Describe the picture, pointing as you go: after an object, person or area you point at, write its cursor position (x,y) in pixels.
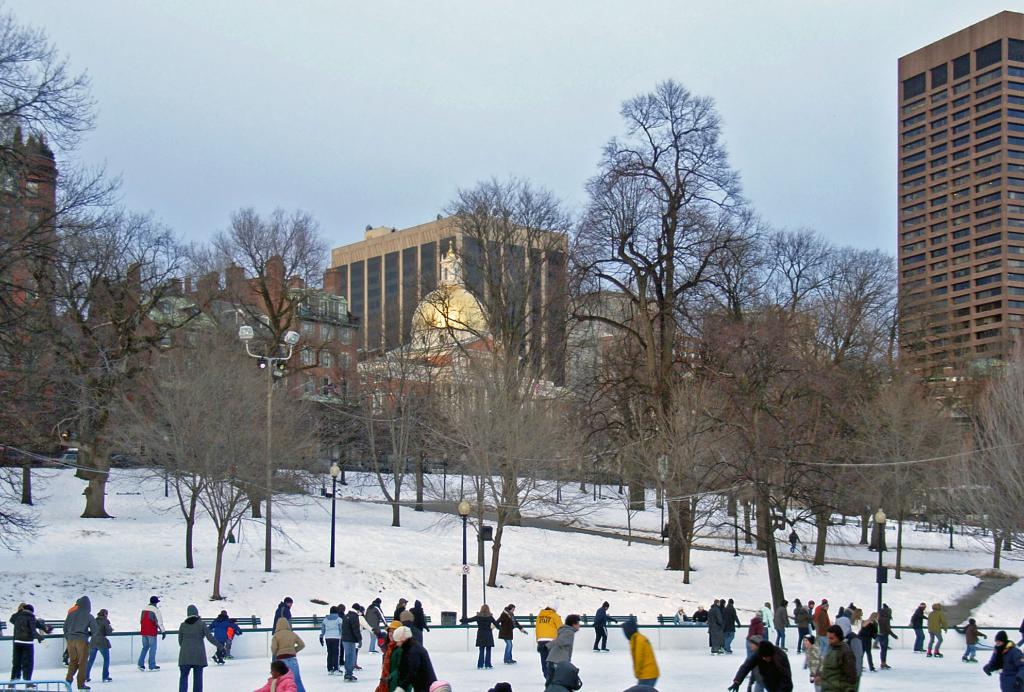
In this image at front (721,625) people (512,608) are skating on the surface of the snow (484,681). At the back side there are lights (463,505). At the background (636,446) there are trees (770,311), buildings (989,232), dome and sky (421,137).
